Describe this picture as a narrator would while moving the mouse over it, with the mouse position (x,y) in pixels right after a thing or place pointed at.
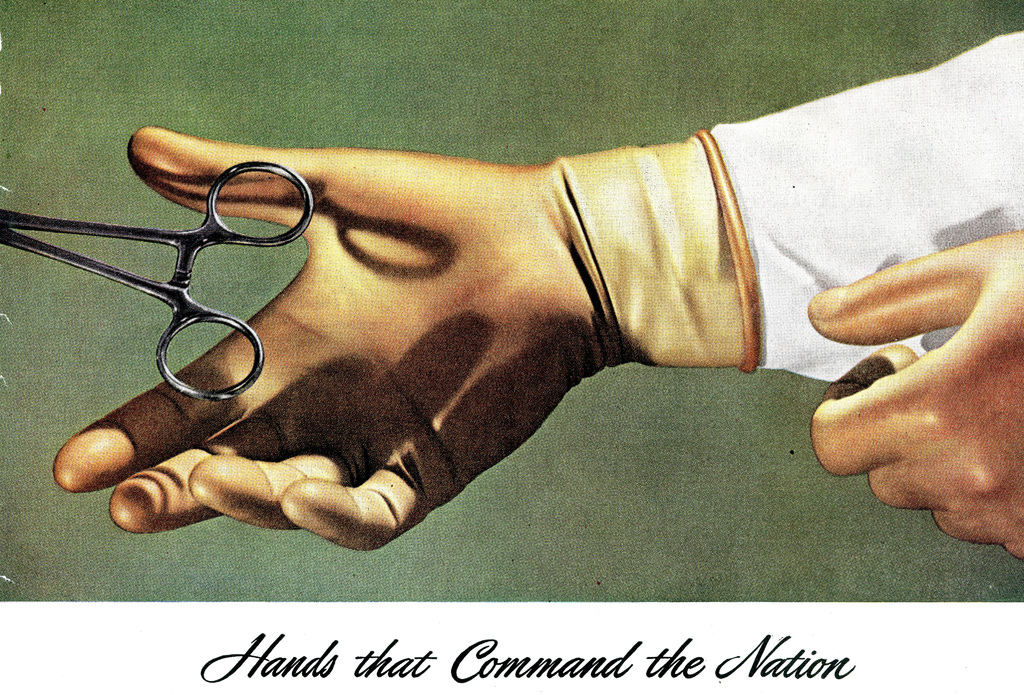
In this image we can see painting (490,287) of hand (422,310) and scissor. At the bottom of the image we can see text (259,673).
